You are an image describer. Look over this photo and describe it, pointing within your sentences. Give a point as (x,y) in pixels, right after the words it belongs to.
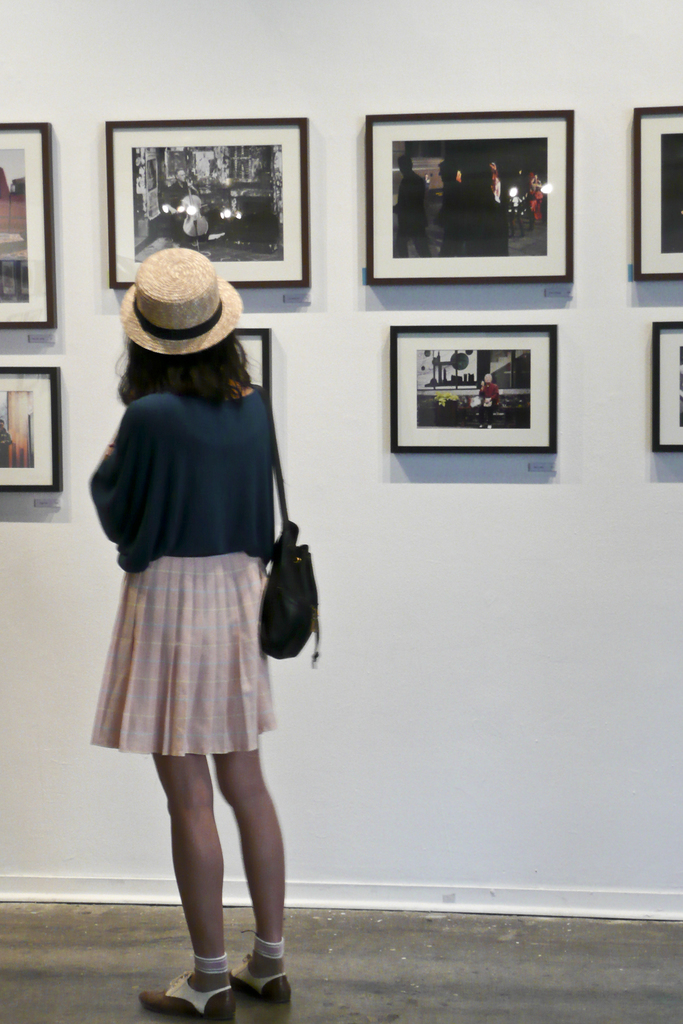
On the left side (158,626) there is a woman (184,446) wearing a bag (280,589), cap (166,313) on the head (147,381) and standing on the floor (65,937) facing towards the back side (147,381). In the background (224,204) there are few photo frames (517,212) attached to the wall (284,72).
